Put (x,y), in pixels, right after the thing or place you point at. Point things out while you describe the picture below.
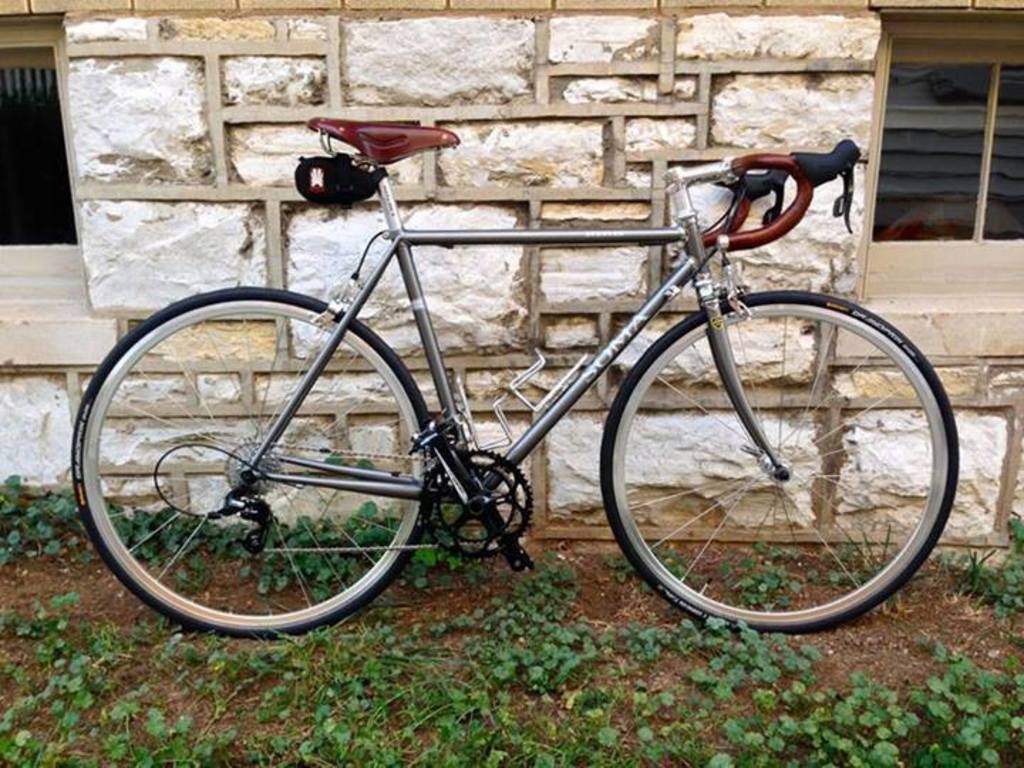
In this image in the front (427,659) there's grass (577,738) on the ground (428,681) and in the center (636,374) there is a bicycle (730,171) and in the background (582,163) there is wall (623,109) and there are windows (43,144).
